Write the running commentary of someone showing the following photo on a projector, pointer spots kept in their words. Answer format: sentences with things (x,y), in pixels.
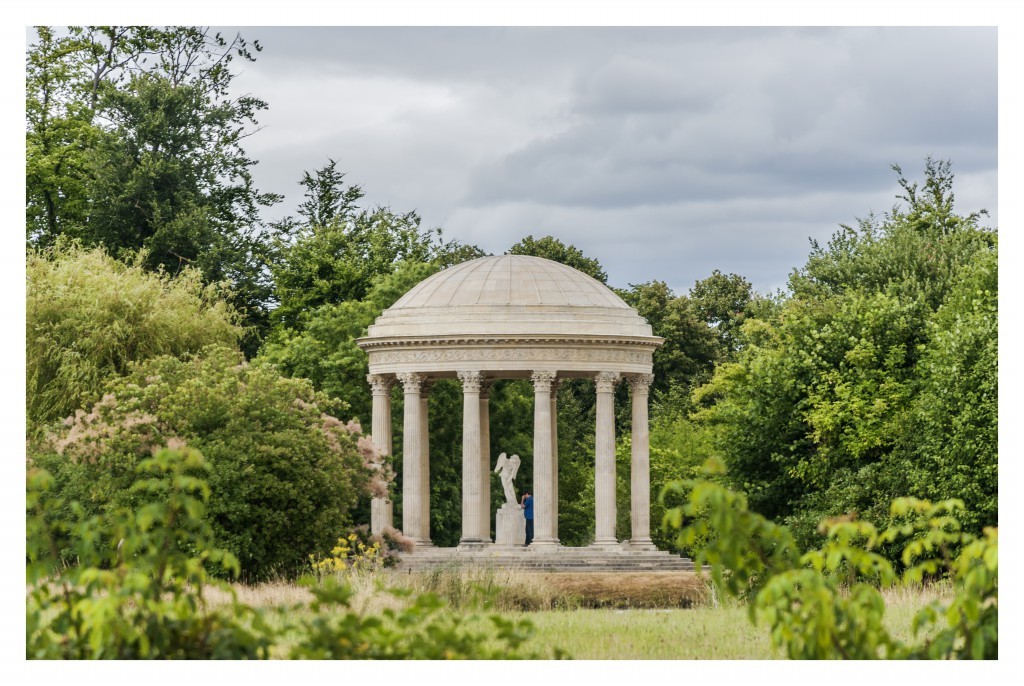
In the foreground of this image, there is a shelter (642,434) under which, there is a sculpture (508,484) and a man (533,516) standing. Around which, there are trees (744,306) and grass (689,632). At the top (607,100), there is the sky (577,86).
